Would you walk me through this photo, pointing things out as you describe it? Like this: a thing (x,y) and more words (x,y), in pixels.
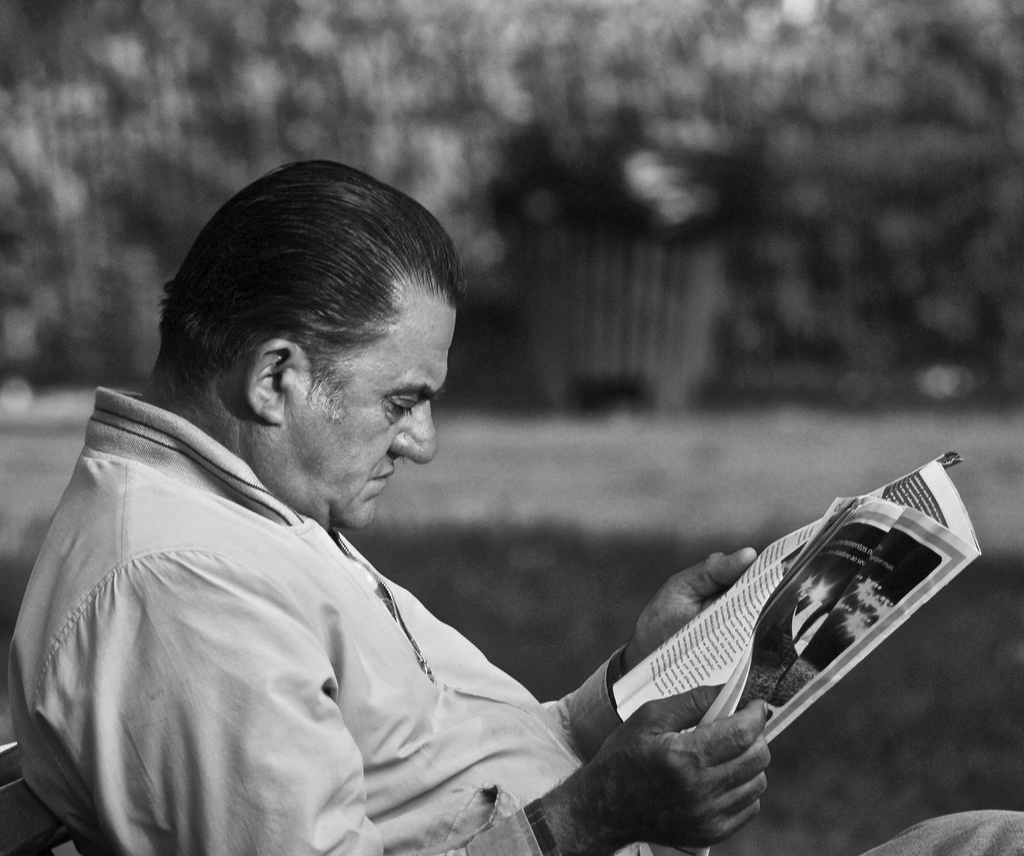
In the image we can see the black and white picture of a man (321,682) sitting, wearing clothes (417,751) and holding the paper (760,584) in the hands (726,551) and the background (740,417) is blurred.
